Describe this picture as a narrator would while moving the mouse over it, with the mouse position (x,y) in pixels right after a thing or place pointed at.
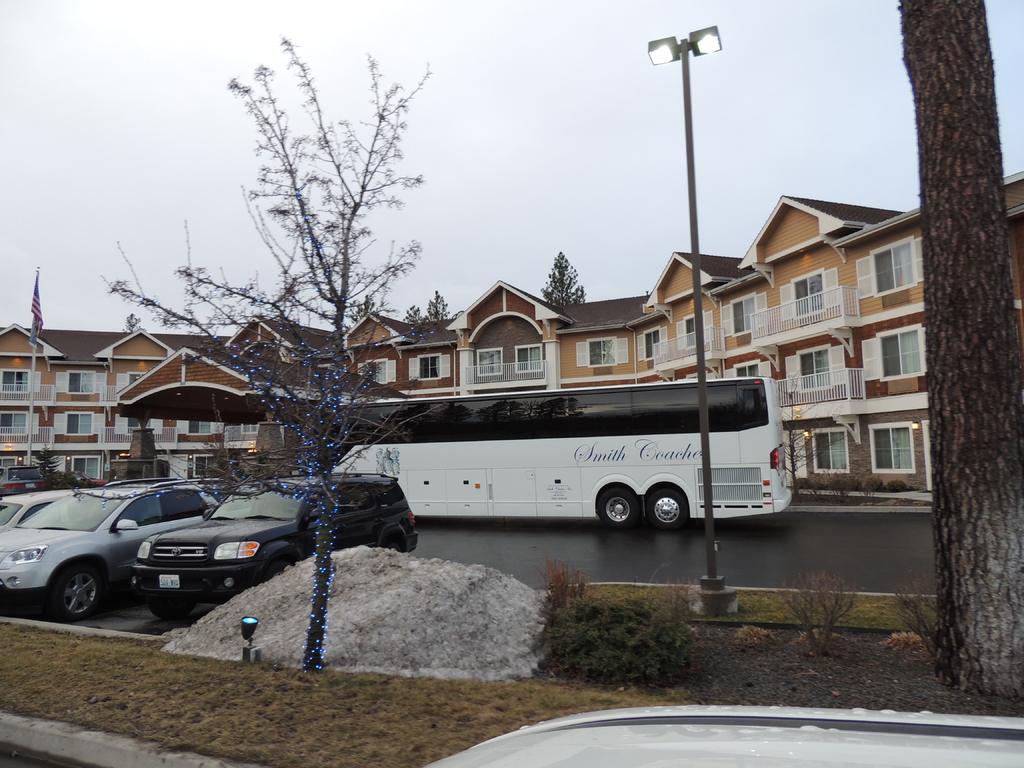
In this image I can see grass (159,654), a pole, two street lights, two trees (222,472), few plants (567,602), number of lights (252,639) and snow (211,631) on the ground (442,550). In the background (47,590) I can see few cars (238,499), a white colour bus (697,452), few buildings (661,293), few trees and the sky (496,277). On the left side of the image (37,332) I can see a pole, a flag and on the bottom right of the image (1008,753) I can see a car like thing (837,728).
